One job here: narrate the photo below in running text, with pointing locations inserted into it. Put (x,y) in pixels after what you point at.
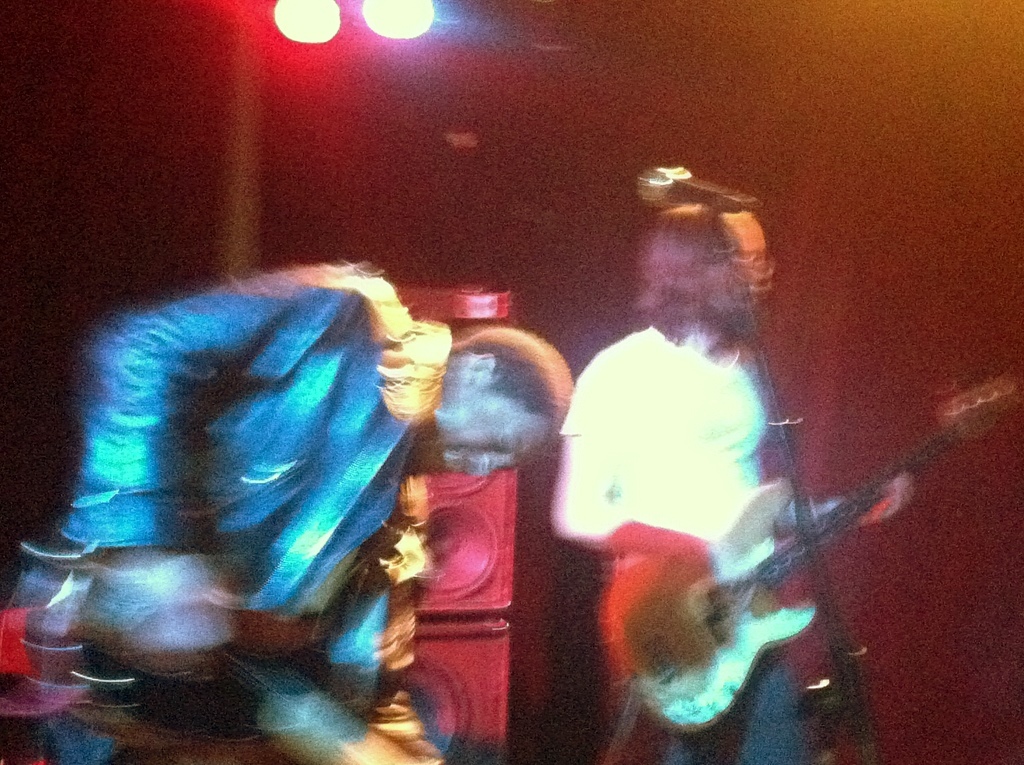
In this image we can see two persons (410,548) playing the guitars (765,587), there are lights (385,18) and speakers (443,556), also we can see a mic (677,178) and in the background (384,115), we can see the wall (323,96).
